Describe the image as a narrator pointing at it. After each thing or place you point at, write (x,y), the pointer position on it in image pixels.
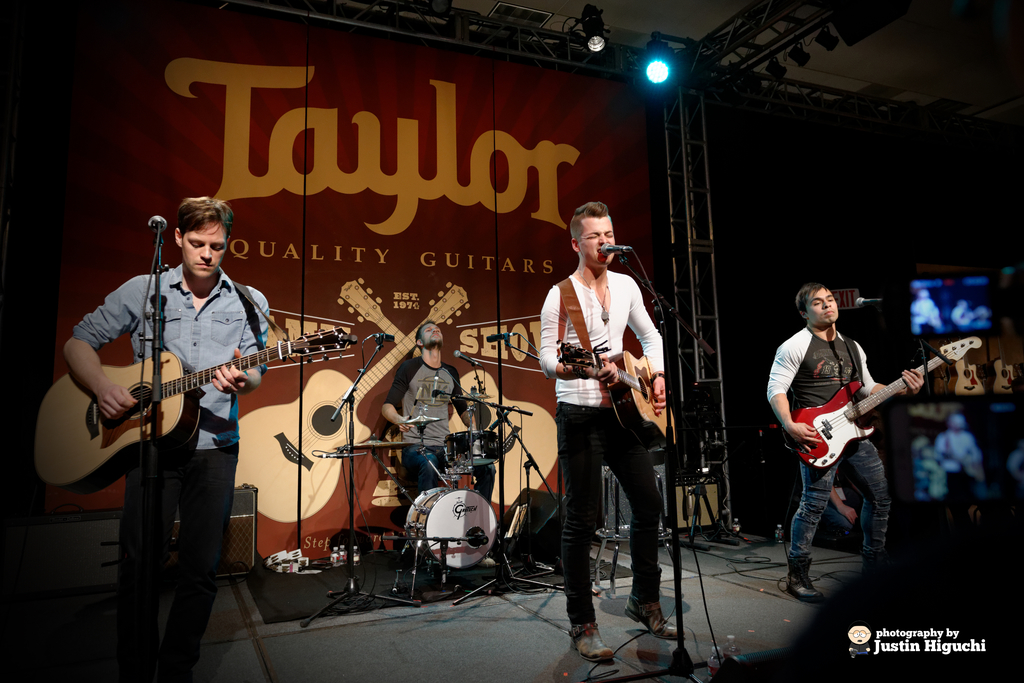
There are standing on a stage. They are playing a musical instruments (644,396). In the center (635,299) we have a person (648,337). He is singing a song. We can see in the background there is a musical instruments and lighting decoration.
